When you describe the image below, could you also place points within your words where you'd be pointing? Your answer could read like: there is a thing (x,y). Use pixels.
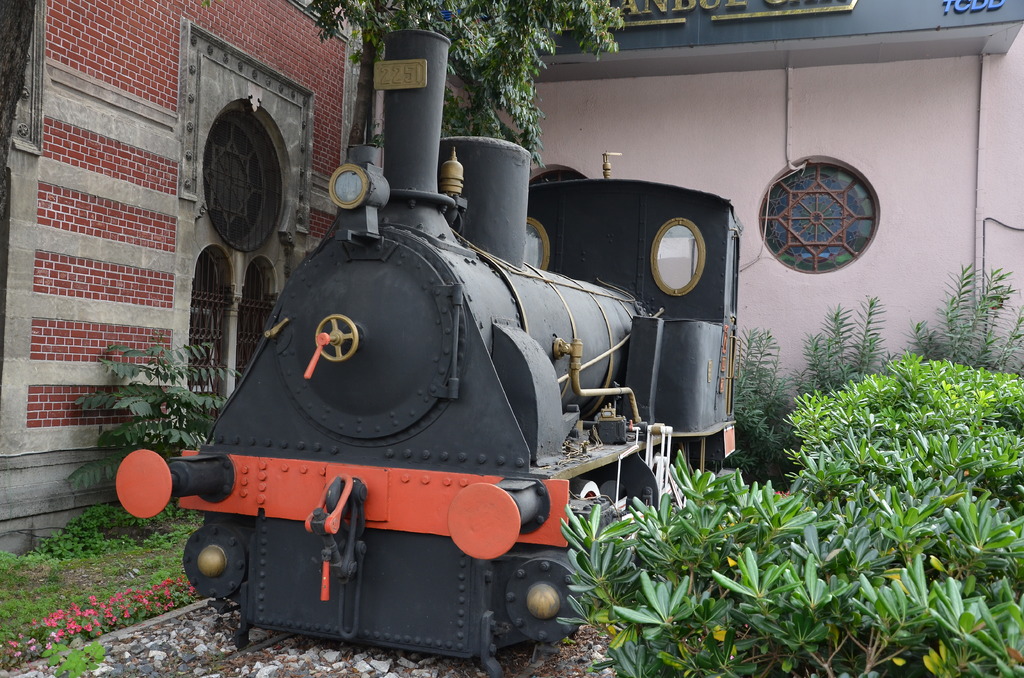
In the middle (568,431) it's a real rail engine (542,405) in black color. On the left side (60,198) there is a brick wall (201,214), on the right side (854,480) there are bushes (899,503) in this image.
